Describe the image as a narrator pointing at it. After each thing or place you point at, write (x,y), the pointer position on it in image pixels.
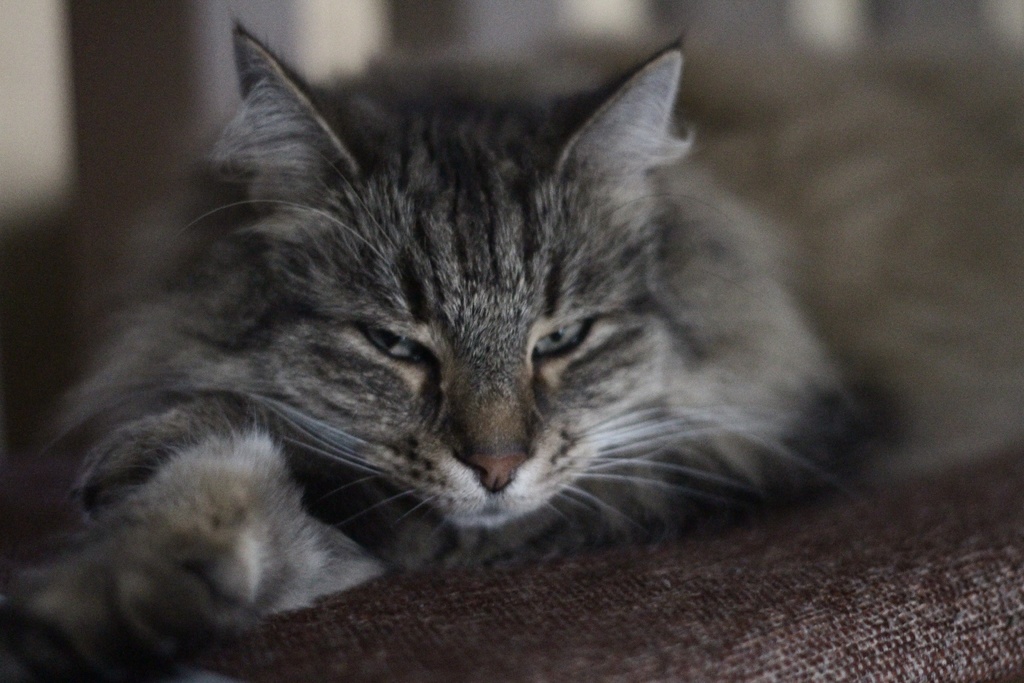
In this picture, we see a cat (609,328). It is looking at the camera. At the bottom (719,546), we see a carpet (769,611) or a blanket (843,549). In the background (349,47), it is brown in color and this picture is blurred in the background (58,237).
